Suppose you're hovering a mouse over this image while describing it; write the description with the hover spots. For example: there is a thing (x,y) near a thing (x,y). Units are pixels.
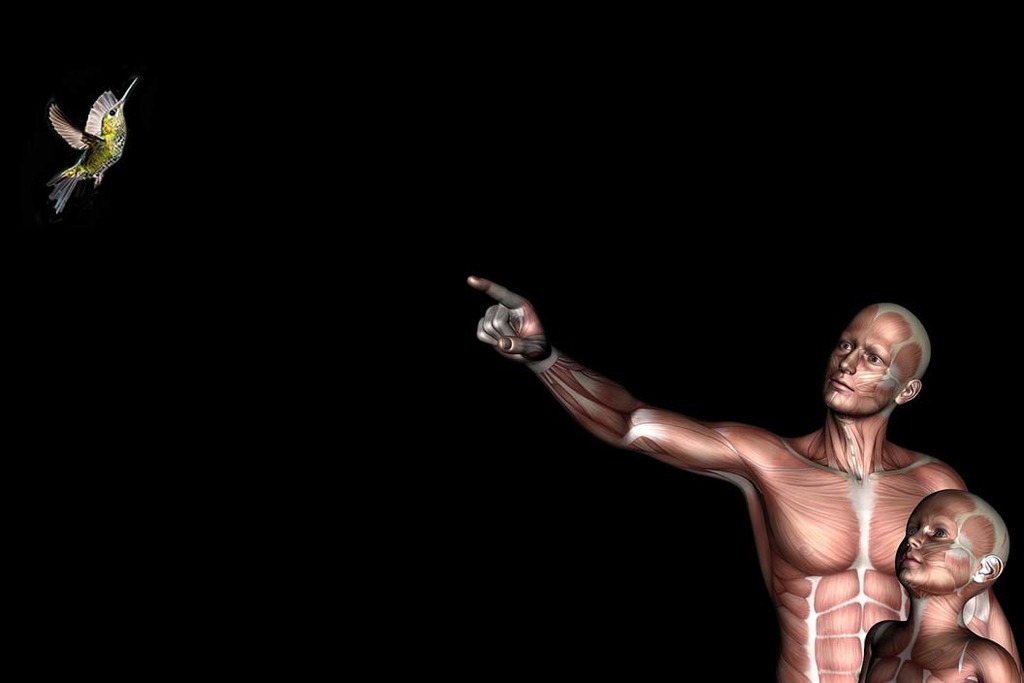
The picture is a depiction. On the right (961,605) there are two person (842,558) standing. On the left (103,140) there is a bird (98,121). Background (141,638) is dark.
